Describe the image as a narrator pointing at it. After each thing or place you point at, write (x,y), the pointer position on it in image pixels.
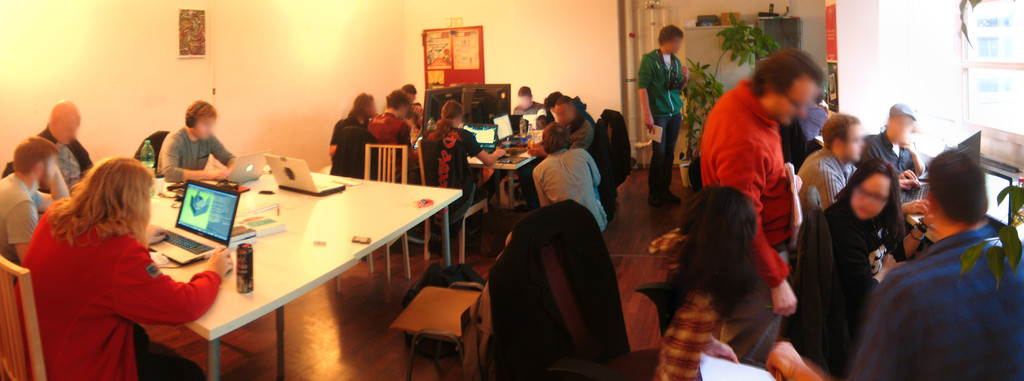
In this picture we can see two persons (653,104) are standing and some people (717,233) are sitting on chairs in front of tables (340,235), there are laptops (213,210), books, a bottle (151,149) and a tin (240,278) placed on this table (322,241), in the background (309,40) there is a wall (325,47), we can see charts (462,66) pasted to the wall (503,83), on the right side (745,39) there are plants (717,68).
